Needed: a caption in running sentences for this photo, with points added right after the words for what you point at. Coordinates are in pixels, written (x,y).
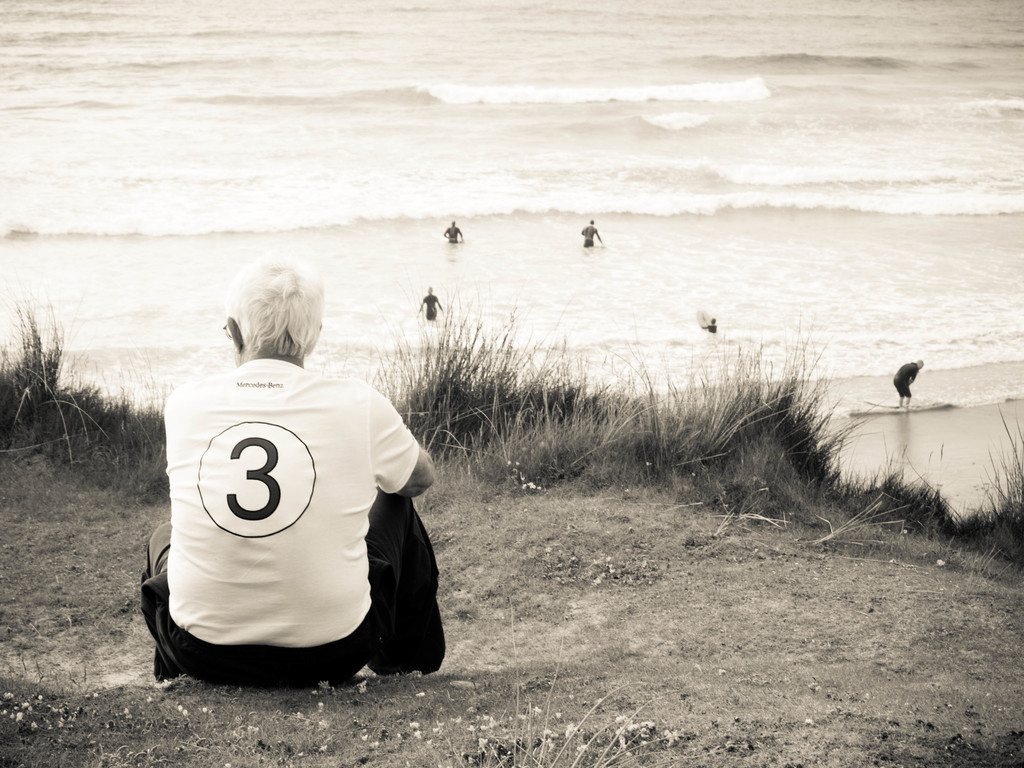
In this picture we can see a person (194,450) sitting on the ground (309,702), plants (39,437) and some people (449,231) in water (264,123) and a person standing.
